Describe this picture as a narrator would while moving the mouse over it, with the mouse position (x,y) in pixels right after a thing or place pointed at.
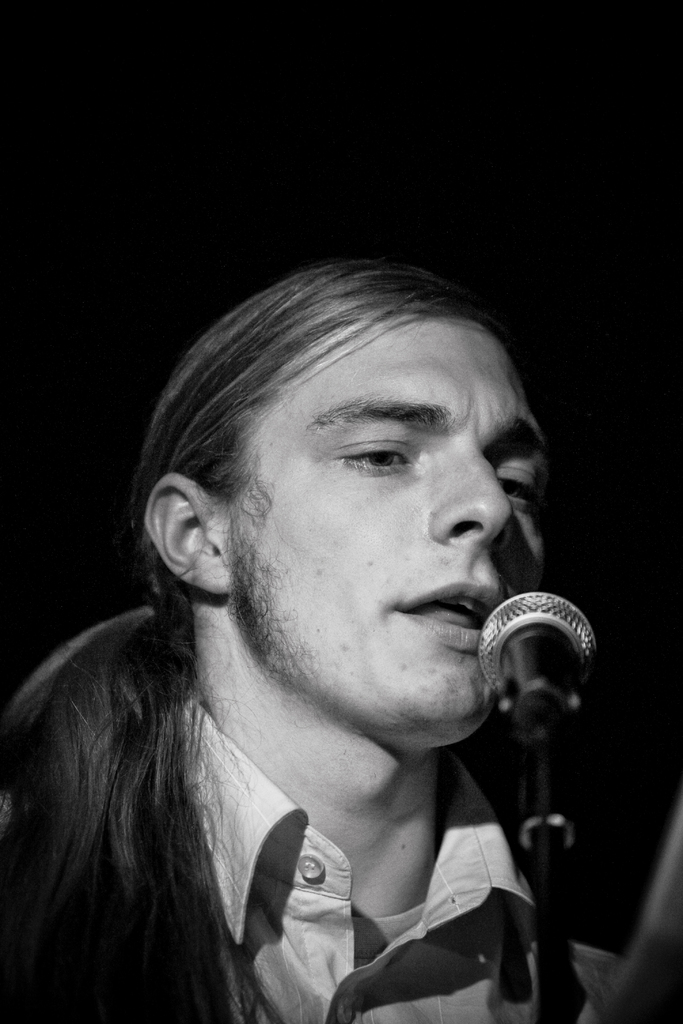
In this image I can see a person (496,587) singing in front of the microphone (528,736) and the image is in black and white.
